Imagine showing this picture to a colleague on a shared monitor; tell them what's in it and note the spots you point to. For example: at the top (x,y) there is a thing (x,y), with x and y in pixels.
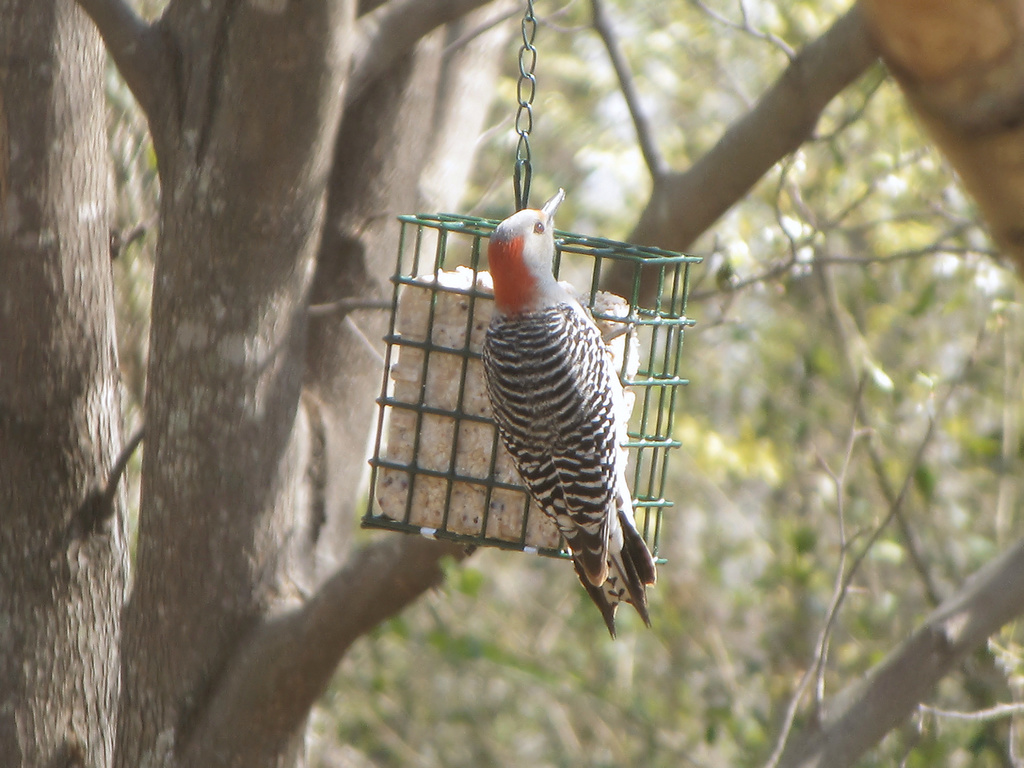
In this image, we can see a bird (565,498) and grill cage (422,287). Inside the cage (423,416), we can see a food item (462,449) of a bird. This cage (422,222) is hanging with chain (527,78). Background (906,431) we can see so many trees (353,82).
